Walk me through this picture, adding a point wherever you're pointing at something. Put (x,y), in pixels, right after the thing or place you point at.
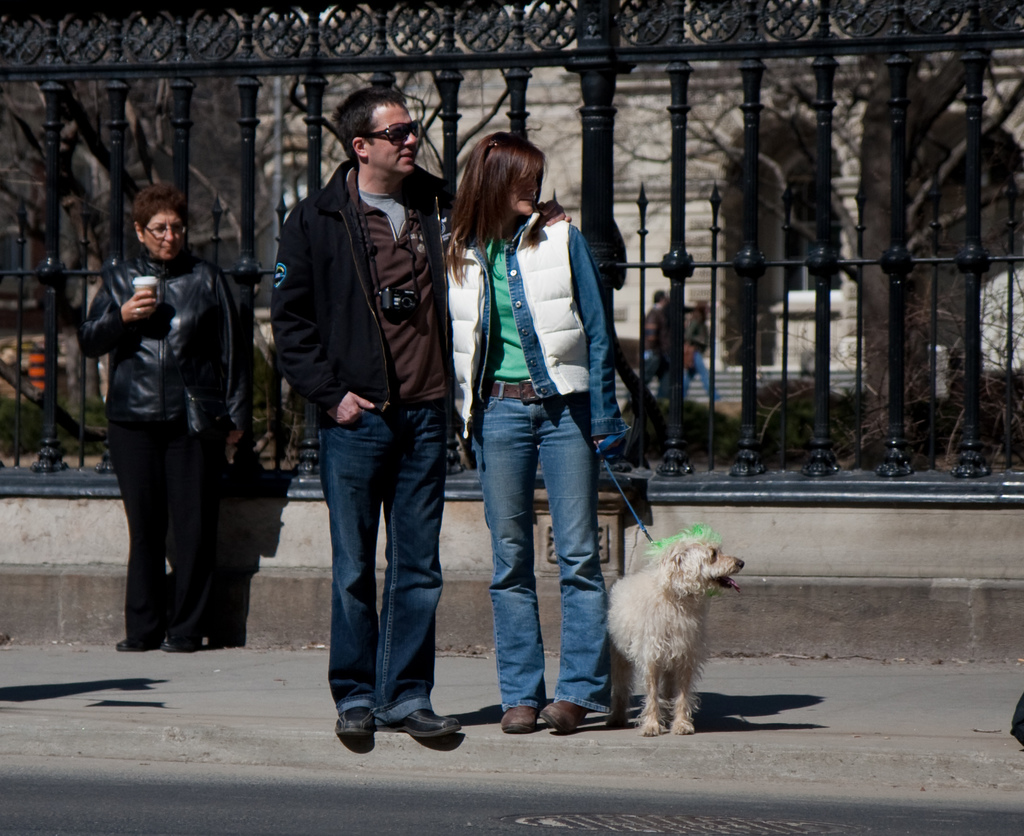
This is a picture taken on the road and there are the two person (415,450) standing and a right side person (521,428) holding a thread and beside her there is a dog (646,643) stand on the floor (633,706) and left side (134,292) there is a woman (140,364) stand and holding glass (150,287) and wearing a spectacles (145,228), wearing a black color jacket (111,314) and back side of her there is a fence (120,110) and back side of the fence (304,71) there is a building (575,130) and there are the two person (660,312) walking in front of the building (719,356).
